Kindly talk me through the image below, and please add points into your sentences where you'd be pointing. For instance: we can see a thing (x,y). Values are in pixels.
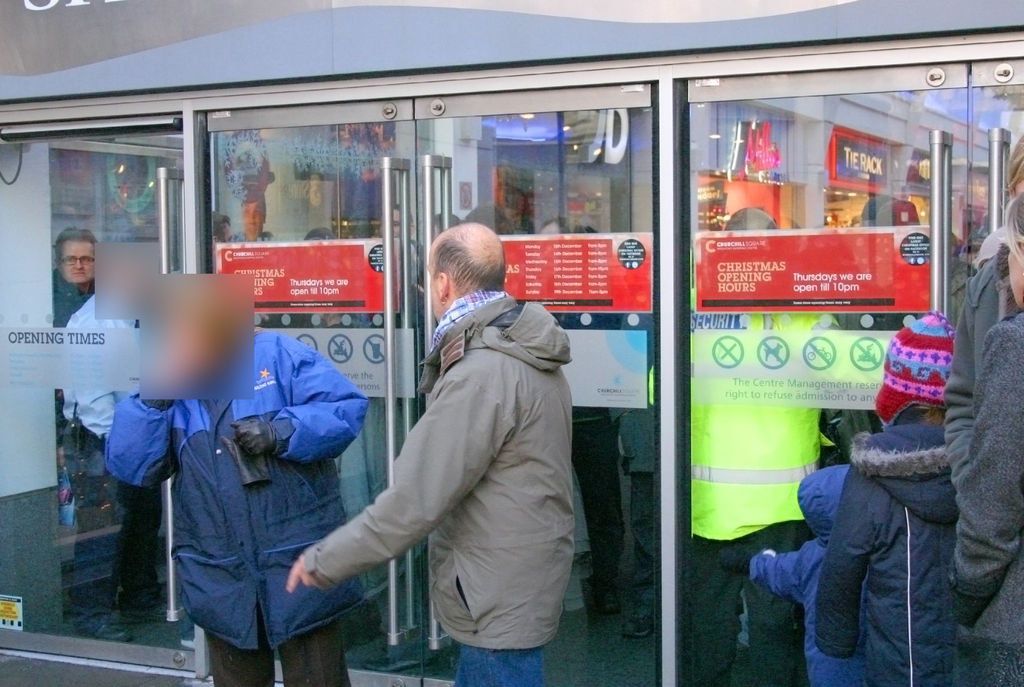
In this picture I can observe some people (412,461) standing in front of a store (506,171). I can observe some posters (520,281) on the glass doors (402,258) in the background (323,261).
